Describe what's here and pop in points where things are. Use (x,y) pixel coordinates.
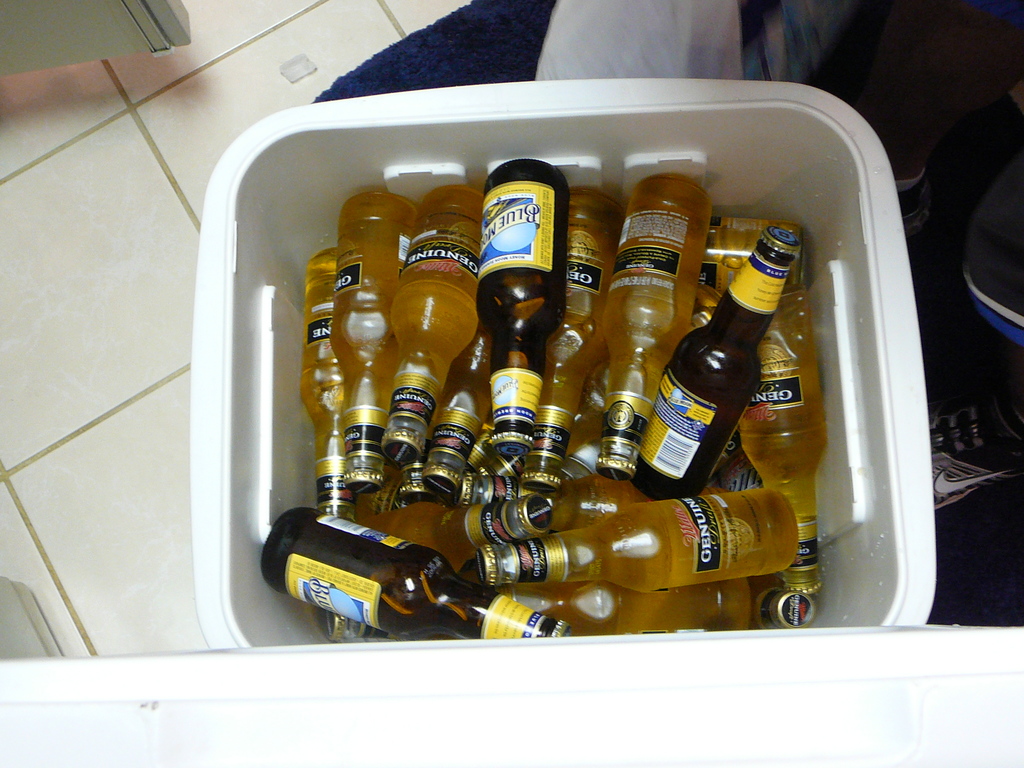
As we can see in the image there is a white color tiles (135,263) and bottles (569,402).
